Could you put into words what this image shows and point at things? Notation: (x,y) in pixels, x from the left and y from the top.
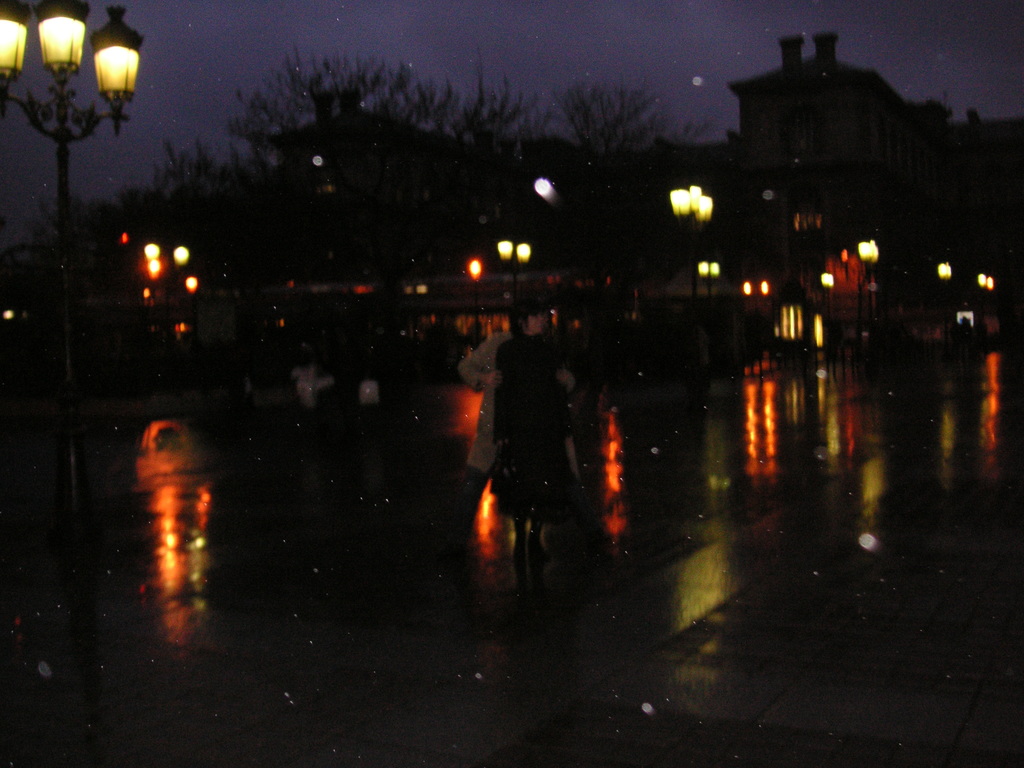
This image is clicked on the road (542,595). There are a few people (505,397) walking on the road (583,385). There are street light poles (871,278), buildings (802,146) and trees (207,193) in the image. At the top (426,37) there is the sky (449,32). The image is dark.
